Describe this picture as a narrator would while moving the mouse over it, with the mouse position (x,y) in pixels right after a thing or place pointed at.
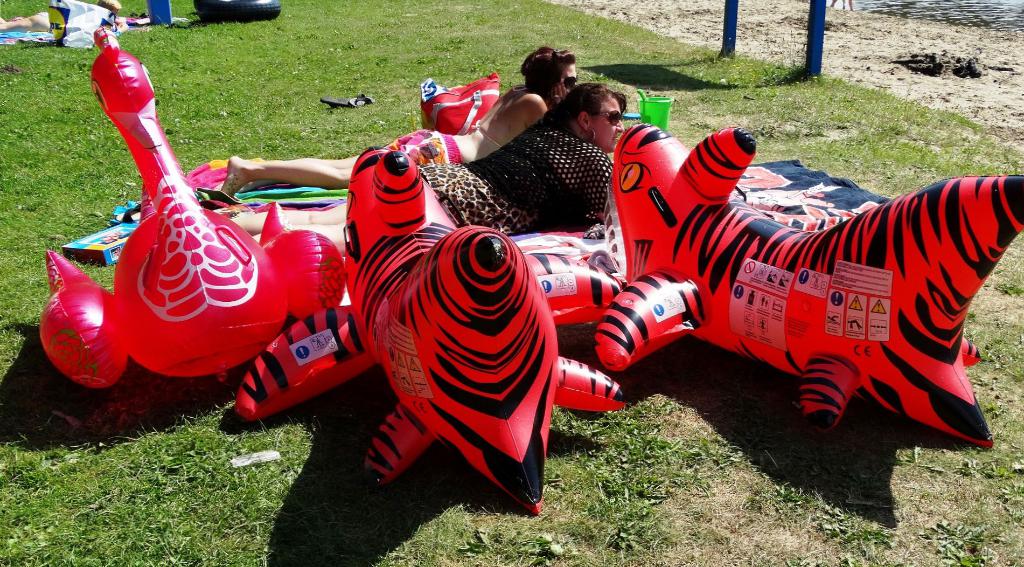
In this image in the foreground (459,270) there are three inflatable (848,249), beside it there are two women (520,100) laying on bed sheet (206,168) on the ground (318,53), beside the woman (592,168) bag (474,101), mug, sandal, in the top right corner (897,5) there is water (899,11), in the top left corner (2,18) there is a person (25,23) laying on ground (314,68) on bed sheet (37,35).
